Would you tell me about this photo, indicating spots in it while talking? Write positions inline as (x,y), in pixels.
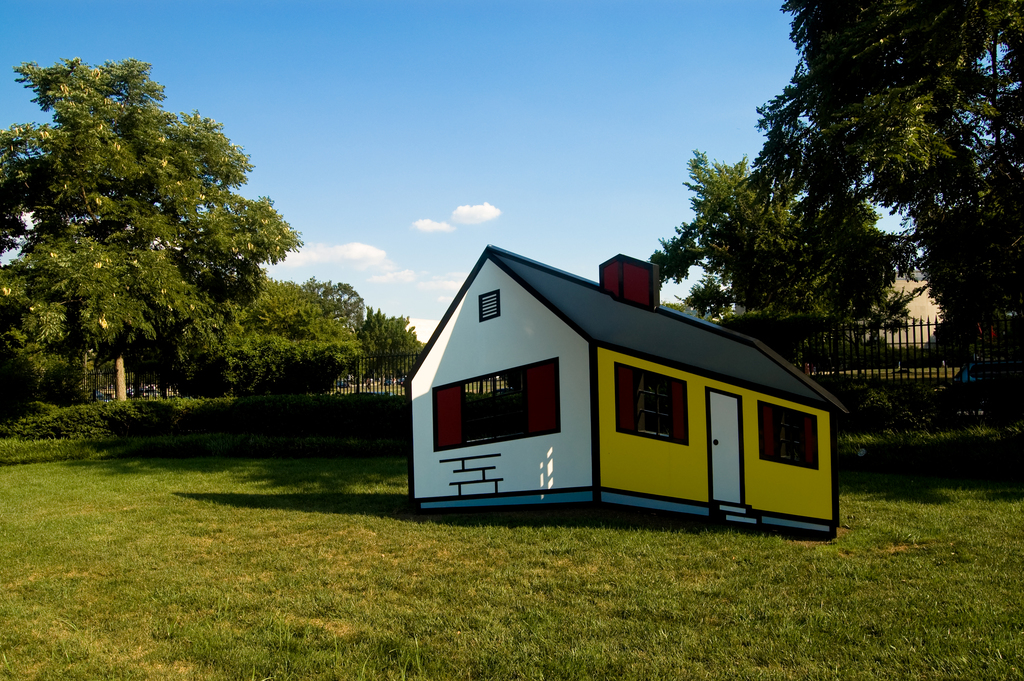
Here we can see a house (745,377), grass (442,581), plants (953,405), fence (338,393), and trees (307,284). In the background (664,217) there is sky (537,209) with clouds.
